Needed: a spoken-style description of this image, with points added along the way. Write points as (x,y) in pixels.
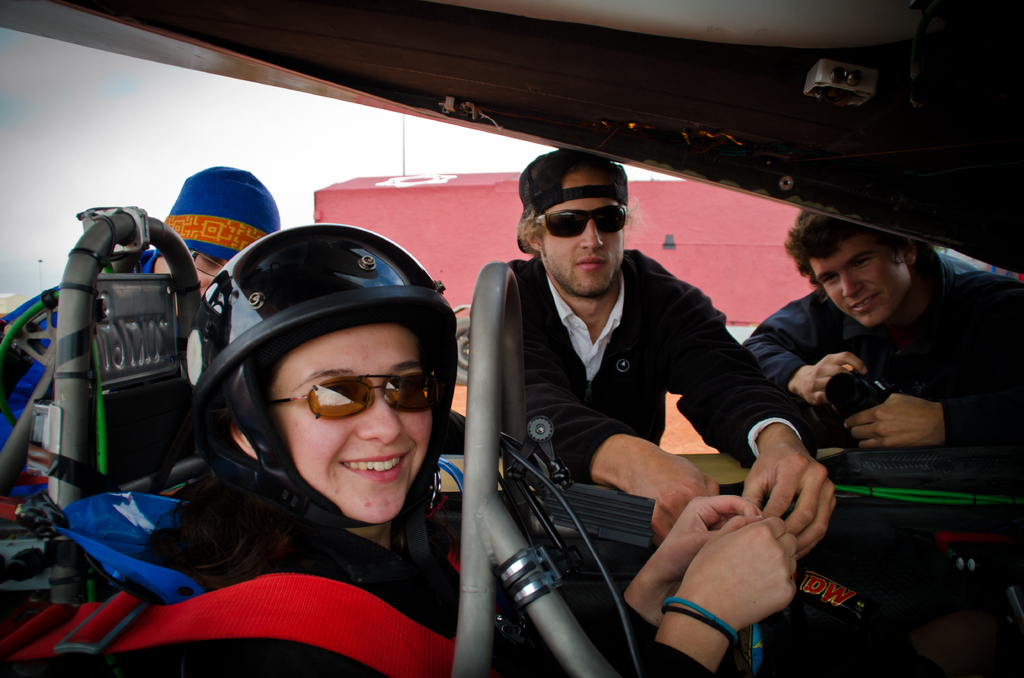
This is the woman (350,519) sitting and smiling. She wore a helmet (280,311), goggles (344,399) and a dress (390,580). There are three people (536,226) standing. I think this is a vehicle (927,237). In the background (476,212), that looks like a building (749,230), which is red in color.
